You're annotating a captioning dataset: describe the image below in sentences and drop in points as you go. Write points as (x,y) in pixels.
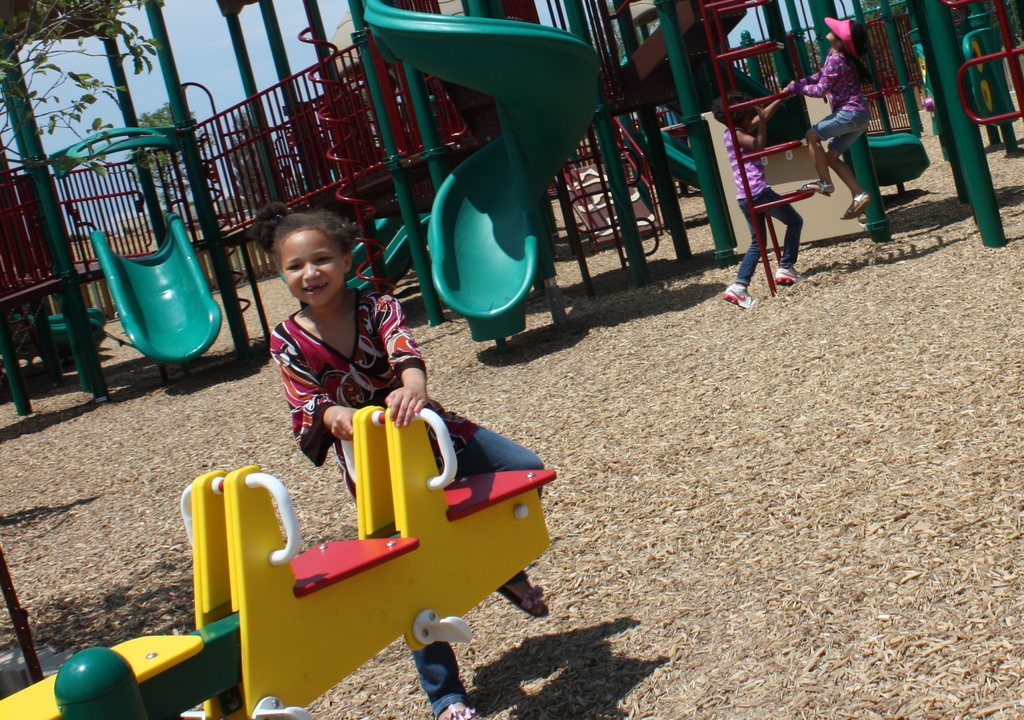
There is a girl (296,296) holding a see saw (256,515). In the back (828,89) other children (824,139) are playing on other playing things (646,139). There are slides (922,156), ladders (964,61), railings (305,73) and many other playing things (40,169) in the background (970,161). On the left side (91,28) we can see a part of a tree (82,76). In the background (185,39) there is sky (217,45).
